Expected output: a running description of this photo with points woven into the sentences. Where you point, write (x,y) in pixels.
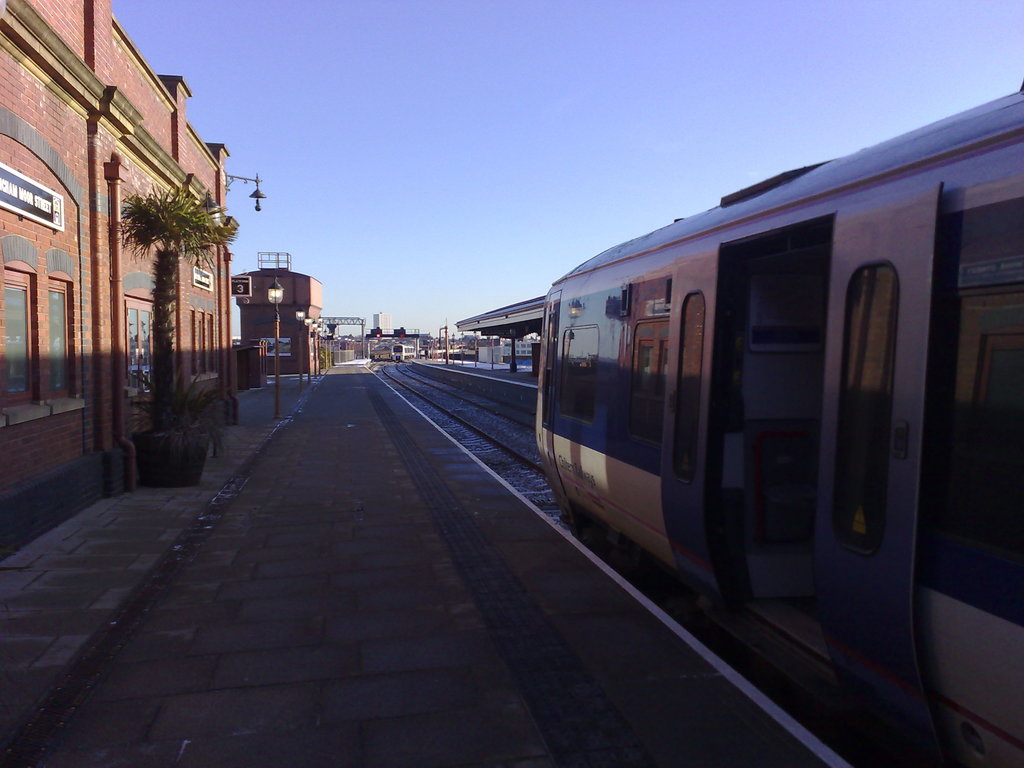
This picture is clicked in the railway station (356,354). On the right side (846,524), we see the metro train (674,482) is stopped on the tracks (487,400). Beside that, we see the platform (509,373). At the bottom (268,590), we see the pavement (401,681). On the left side (150,462), we see the flower pot (182,395), street lights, poles (363,342) and buildings (230,360). There are buildings (379,317) in the background (293,336). At the top (493,101), we see the sky (454,101).
